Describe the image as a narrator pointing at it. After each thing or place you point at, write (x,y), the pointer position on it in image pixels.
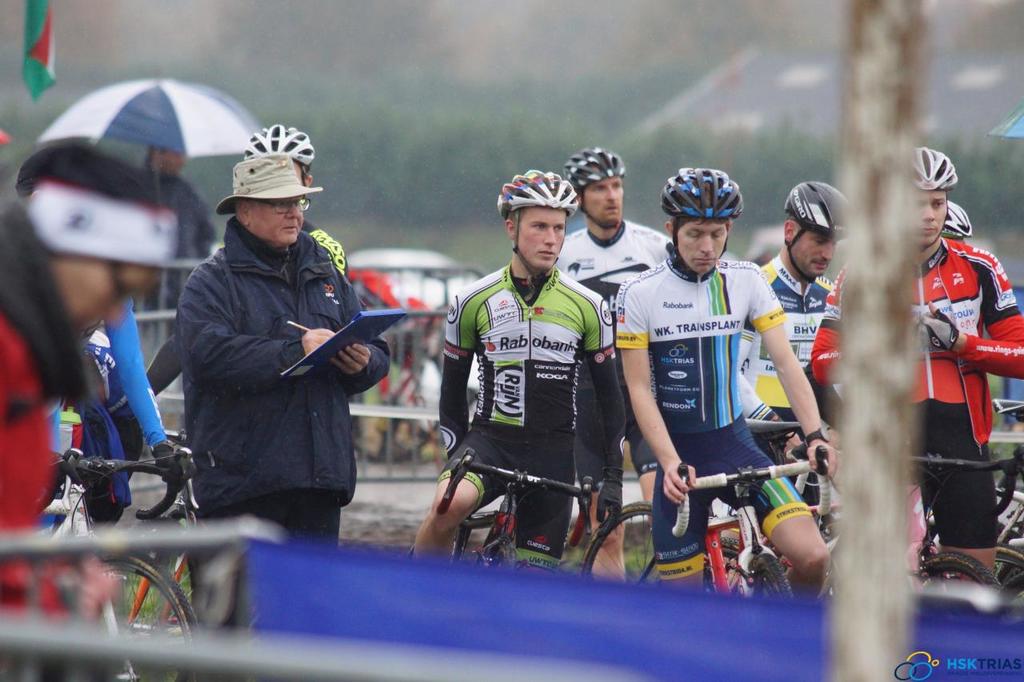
This picture is taken outside where number of people (632,390) are sitting on their bicycles (744,496) and wearing helmets (931,169) and in the middle (366,359) one man (349,412) is wearing a blue coat (274,400) and cap (291,193) and writing something on the plank (370,322) and behind them there is one umbrella (190,101) and there are trees (250,84) and building (834,89) is present.
